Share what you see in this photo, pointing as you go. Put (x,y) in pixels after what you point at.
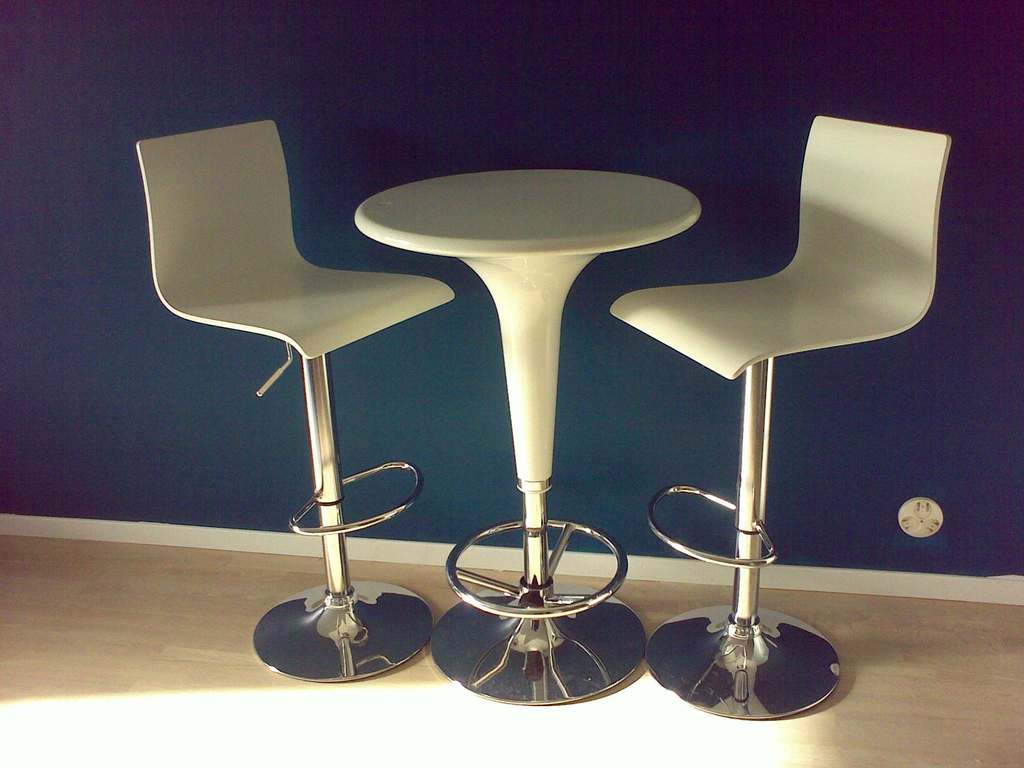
In this image, we can see a few chairs (290,622) and a table (538,410). We can see the ground (160,691) and the wall (892,539) with an object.
